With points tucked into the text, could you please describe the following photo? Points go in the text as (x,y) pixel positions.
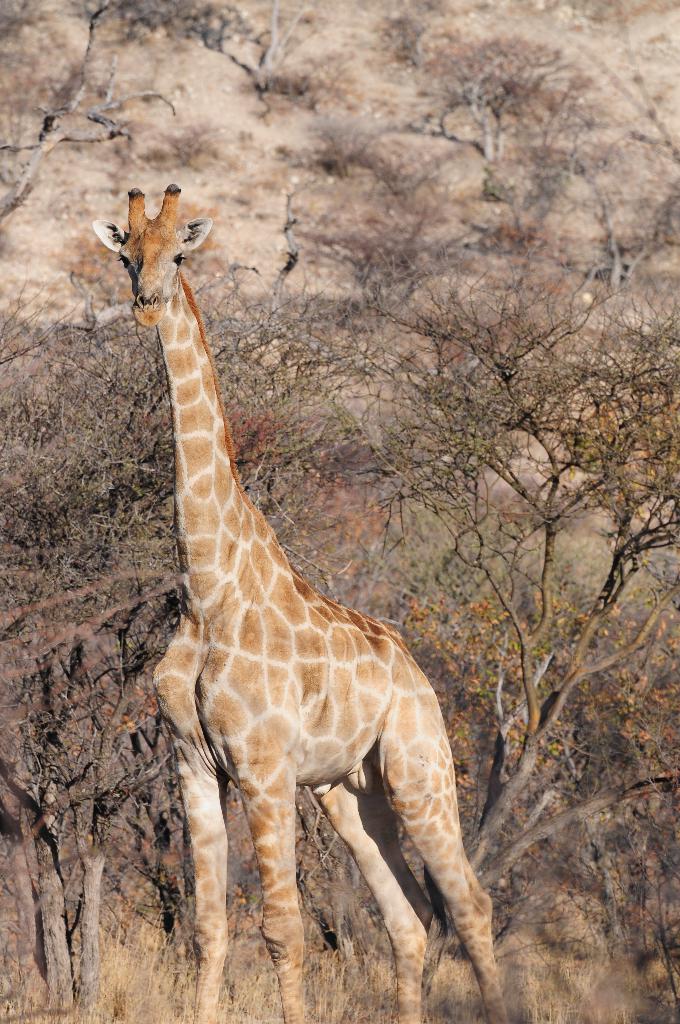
In this image in the center (228,628) there is giraffe (261,680) standing, and in the background (434,471) there are trees (480,479).
